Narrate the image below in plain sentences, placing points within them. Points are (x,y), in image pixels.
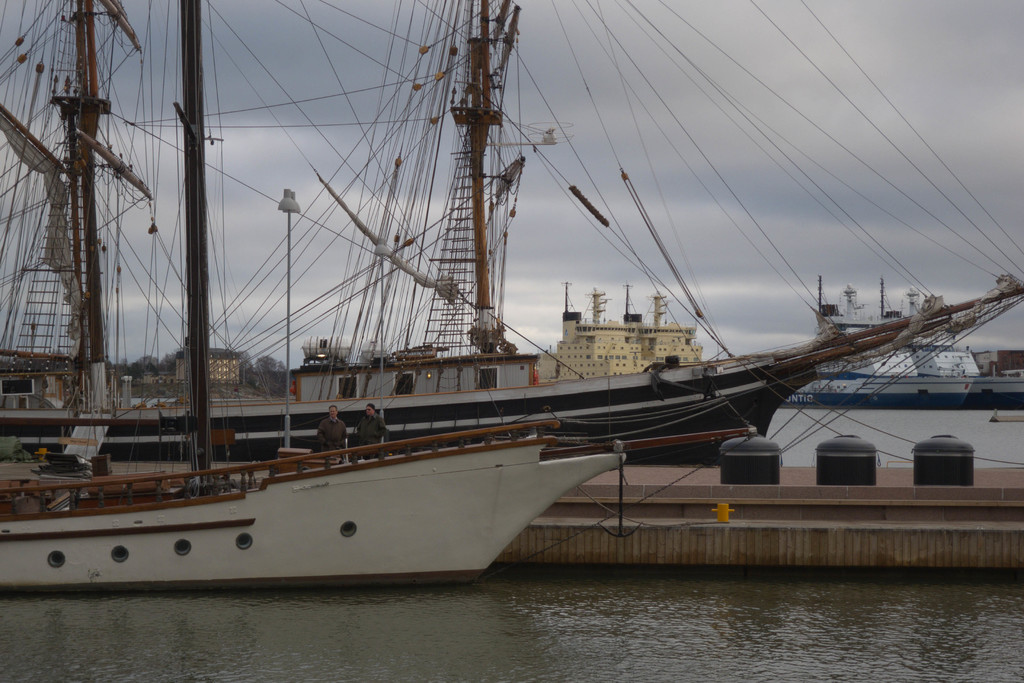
In this image we can see some ships (348,504) with poles (197,448) and wires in a large water body (637,648). We can also see some containers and two people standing on the deck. We can also see an anchor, some buildings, trees (276,371) and the sky (714,304) which looks cloudy.
